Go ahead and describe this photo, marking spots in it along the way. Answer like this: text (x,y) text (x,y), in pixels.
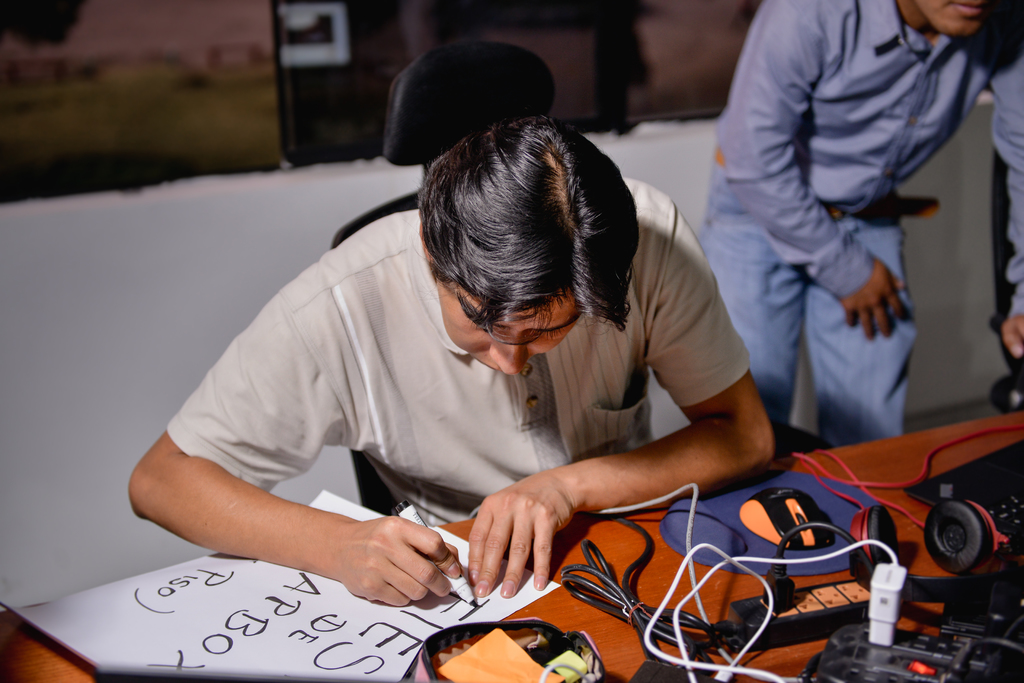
In this picture we can see a person (319,554) holding a marker (407,516) in hand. He is writing on a white paper (389,654). There are few wires (714,627), switchboards (853,678) and a laptop (932,496). We can see a man (790,156) on the right side (864,335). A compound wall (182,253) is visible from left to right.
